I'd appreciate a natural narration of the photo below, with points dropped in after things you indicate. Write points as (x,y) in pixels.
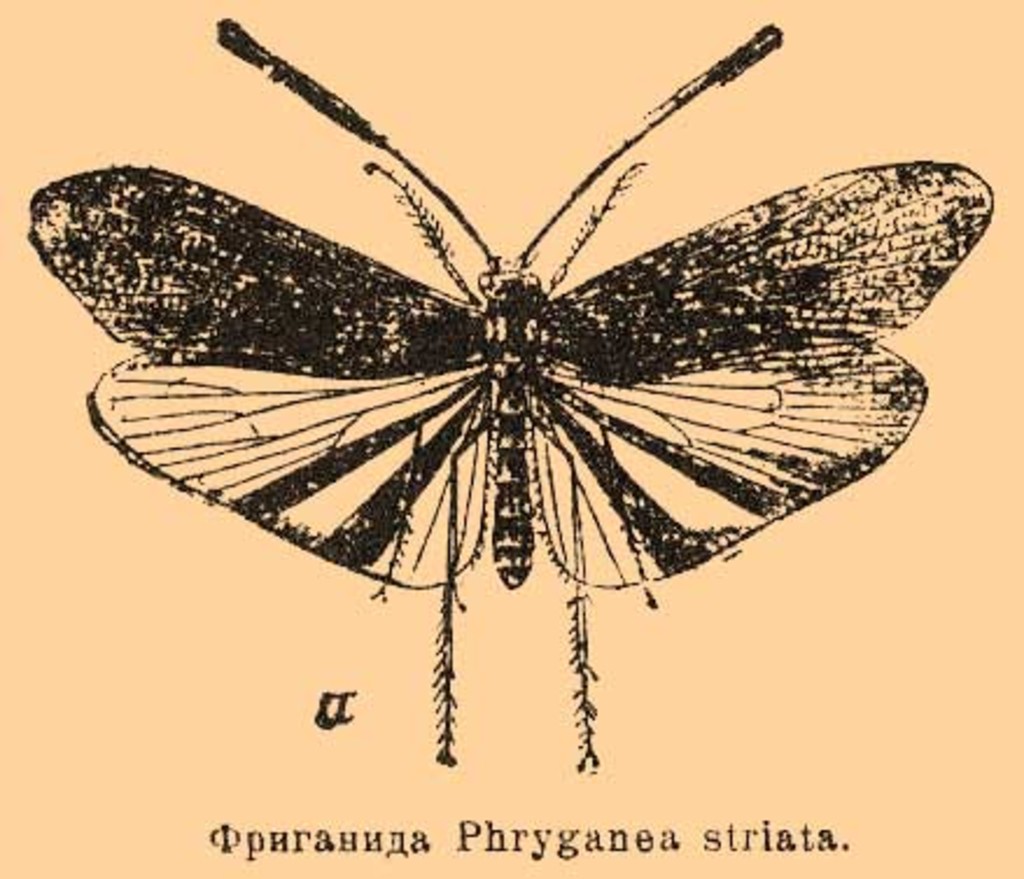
In this image there is a caddisfly (500,460) and at the bottom (483,836) there is some text (593,838) written on it.
